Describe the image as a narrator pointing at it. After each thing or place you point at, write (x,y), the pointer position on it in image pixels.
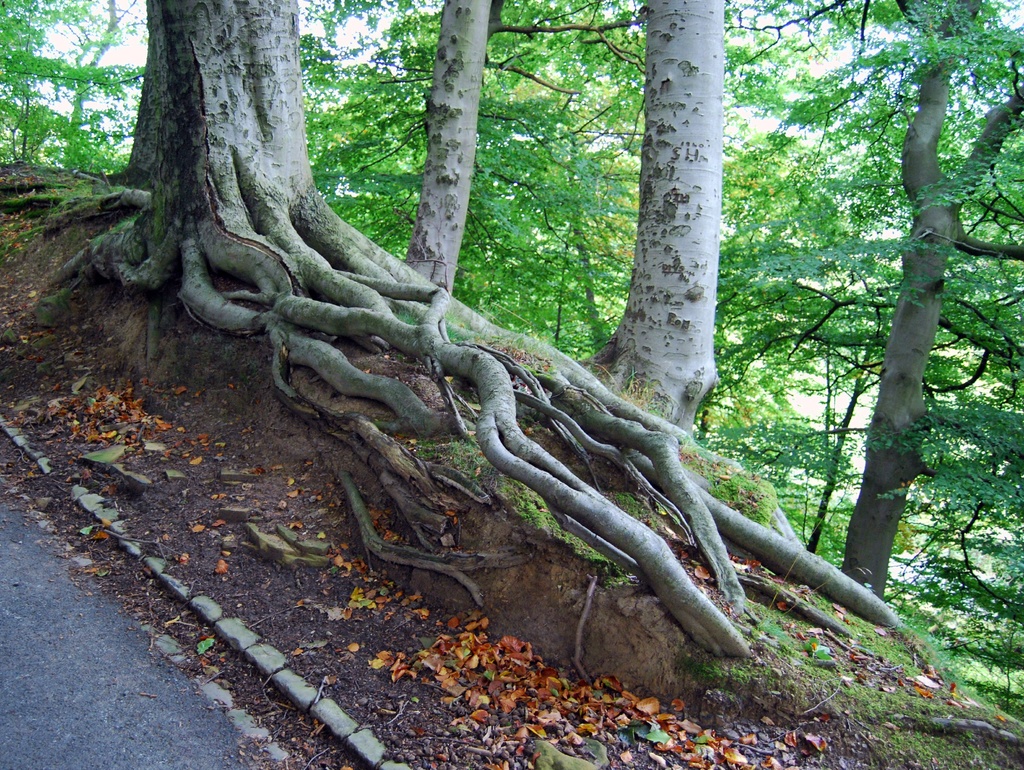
In the image there are many trees (465,51) on the side of the road (92,638).
